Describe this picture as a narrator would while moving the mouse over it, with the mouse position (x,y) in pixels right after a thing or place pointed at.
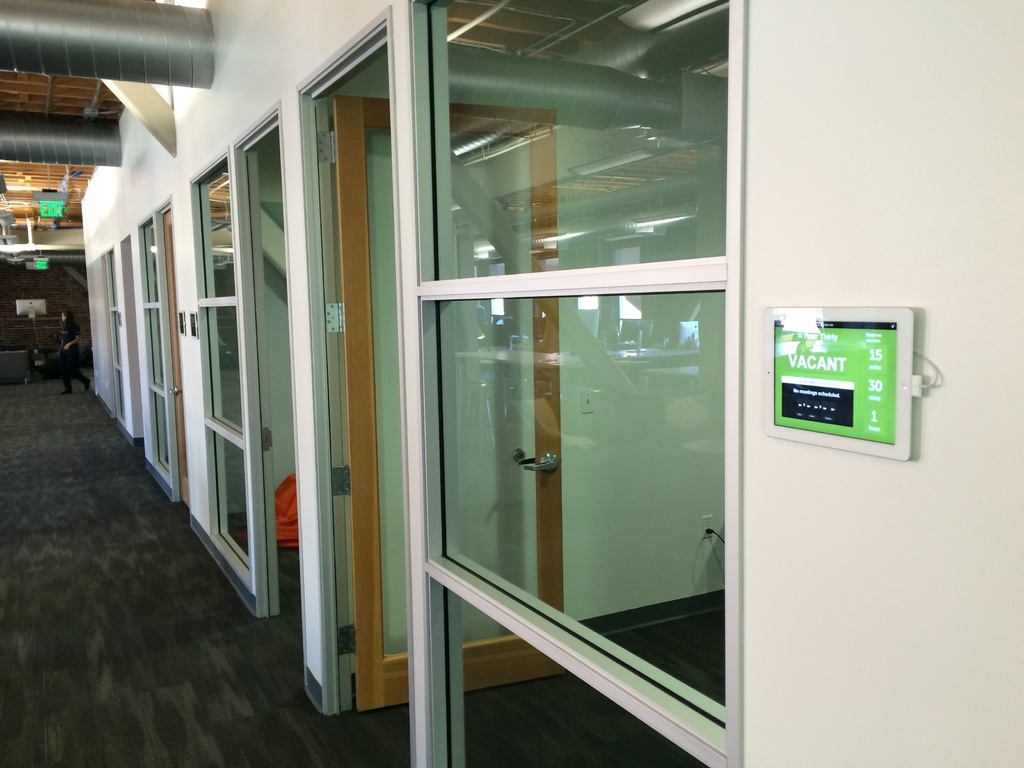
On the left side of the image (65,350) we can see a person (69,354) standing on the ground (85,411). To the right side of the image (813,352) we can see a screen (820,373) on the wall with some text (835,364). In the background (121,24), we can see a group of doors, windows (569,603), pipes (50,116) and sign boards (54,210).
